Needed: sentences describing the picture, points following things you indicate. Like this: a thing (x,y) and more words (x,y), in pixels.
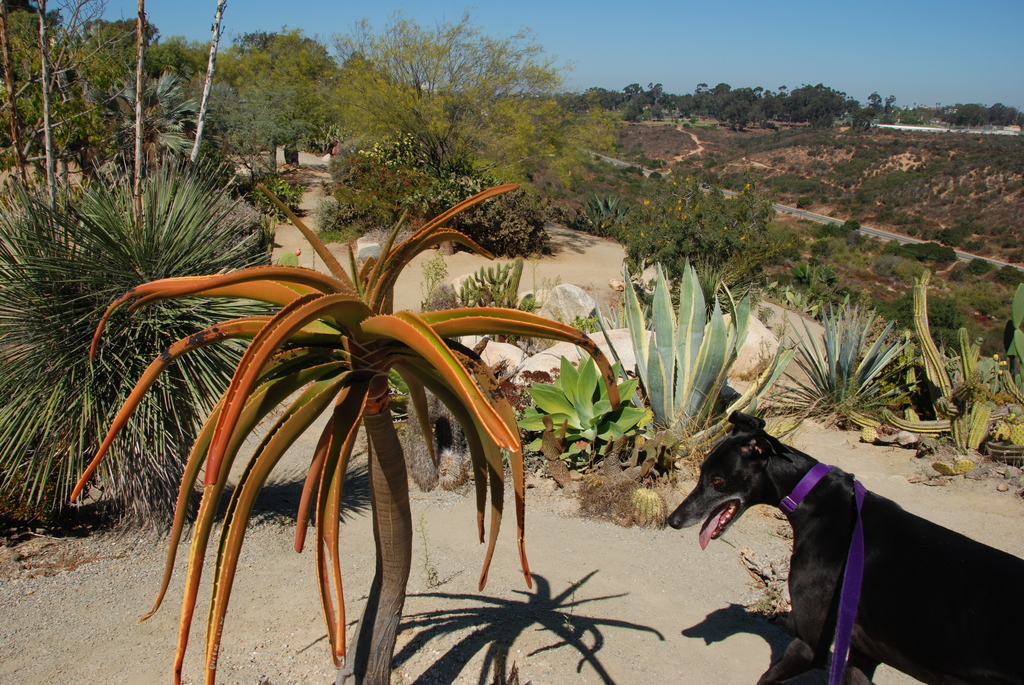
In this image we can see the dog (793,523) standing on the ground (571,573). And there are trees (387,415), plants (375,424), stones (620,379), road (893,235) and the sky (846,81).
